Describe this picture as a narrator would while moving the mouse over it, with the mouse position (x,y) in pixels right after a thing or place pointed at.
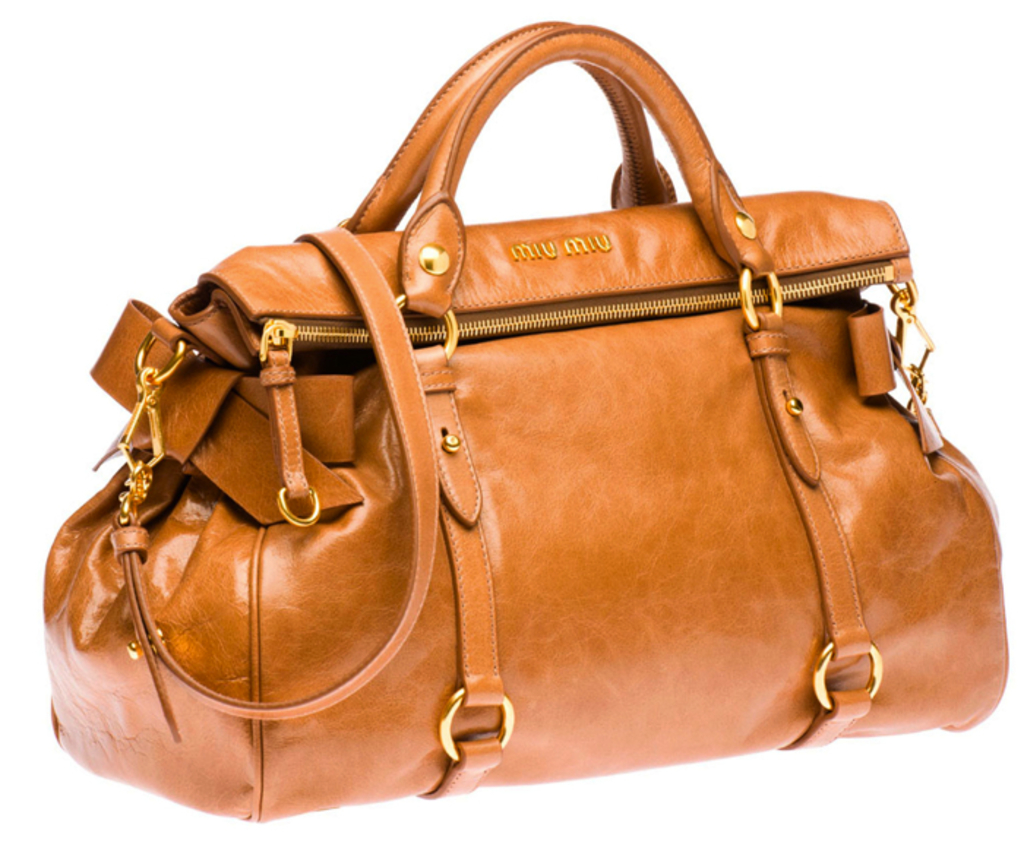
This picture describe about the photograph of the brown leather duffle bag (421,754) for travelling. On the sides (180,403) it has golden hooks (161,423) and zipper (283,354) which help in carrying the load.
